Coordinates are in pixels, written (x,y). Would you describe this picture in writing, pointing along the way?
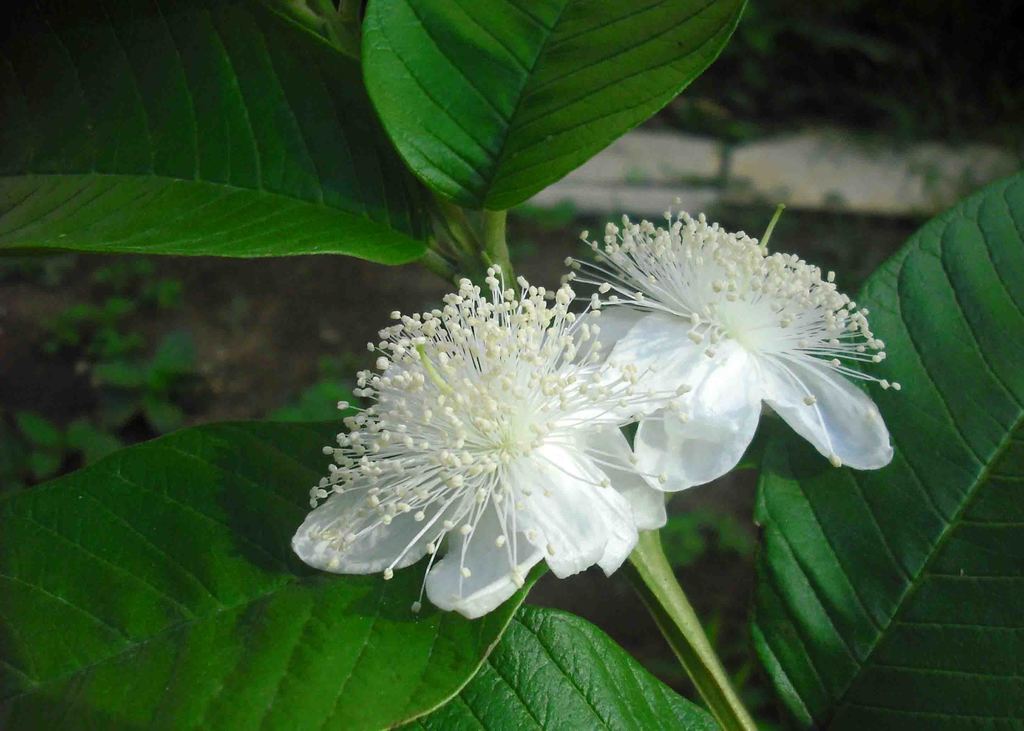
In the image, there are two flowers (523,350) to the guava tree (297,189).
